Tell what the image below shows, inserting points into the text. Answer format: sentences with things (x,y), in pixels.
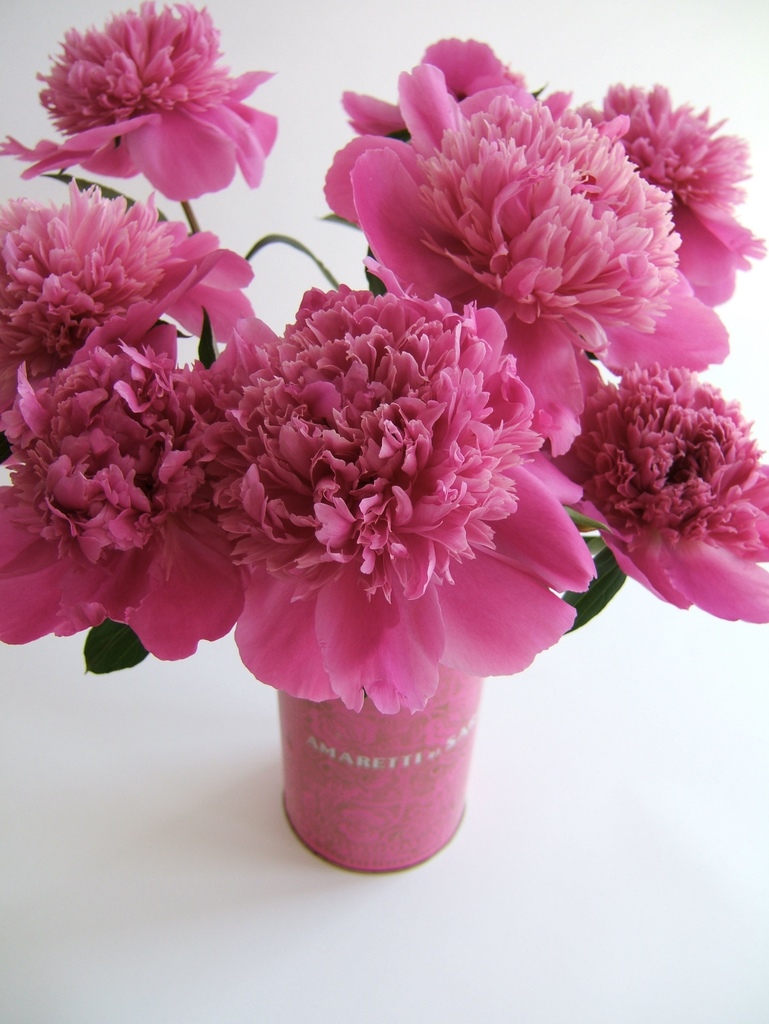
This image consists of a plant (373,542). There are flowers (401,416) in pink color is kept on the floor (340,959).
